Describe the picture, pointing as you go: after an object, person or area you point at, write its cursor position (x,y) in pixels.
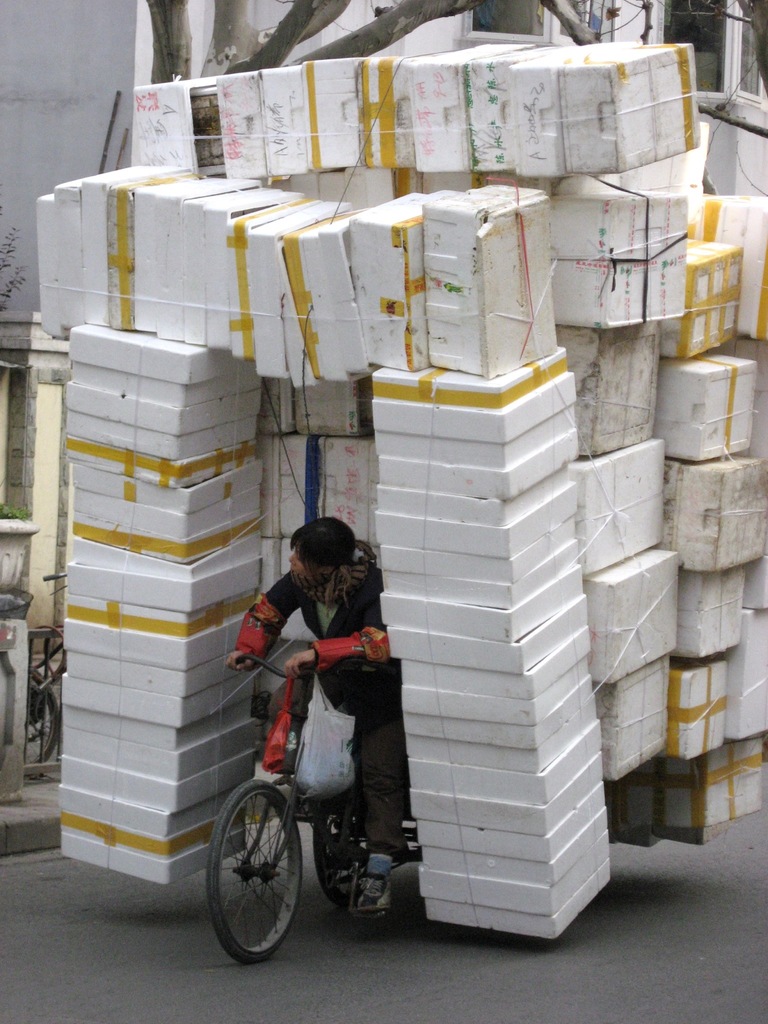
In this picture we can see a person (310,648) riding bicycle (256,863) and we have plastic cover (333,721) hanged to it and at back of her we can see luggage (433,448) of boxes (384,284) and in background (154,41) we can see wall (104,76), trees (163,50), fence (50,694).
